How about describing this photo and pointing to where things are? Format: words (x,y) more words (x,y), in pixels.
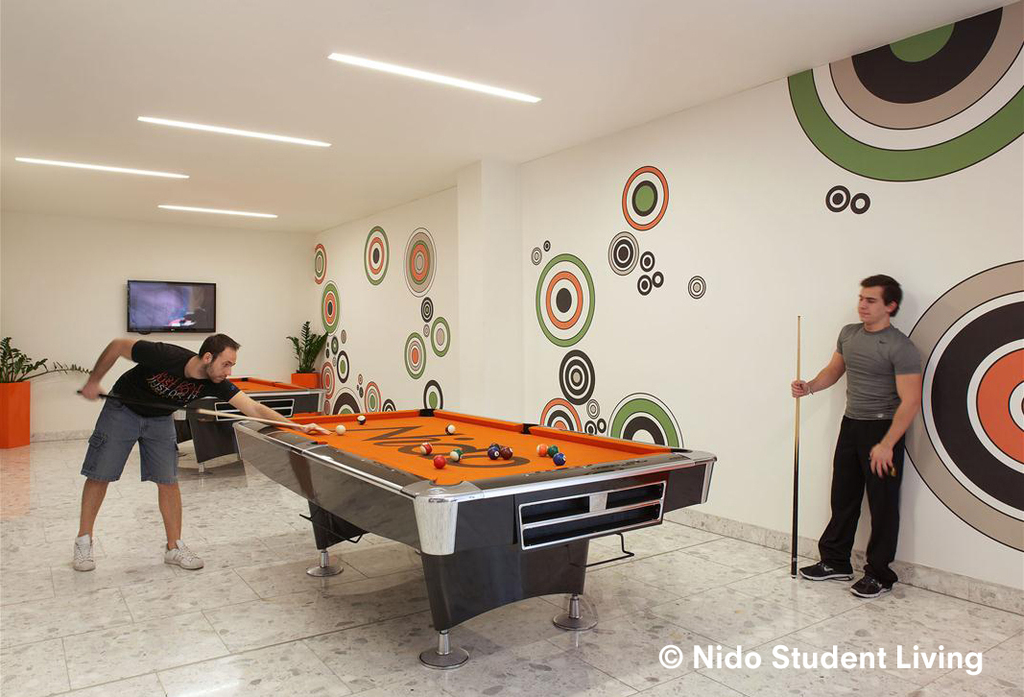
In this image I can see two men (127,348) and two snooker tables (329,446). On this wall (189,334) I can see a television (163,282).
